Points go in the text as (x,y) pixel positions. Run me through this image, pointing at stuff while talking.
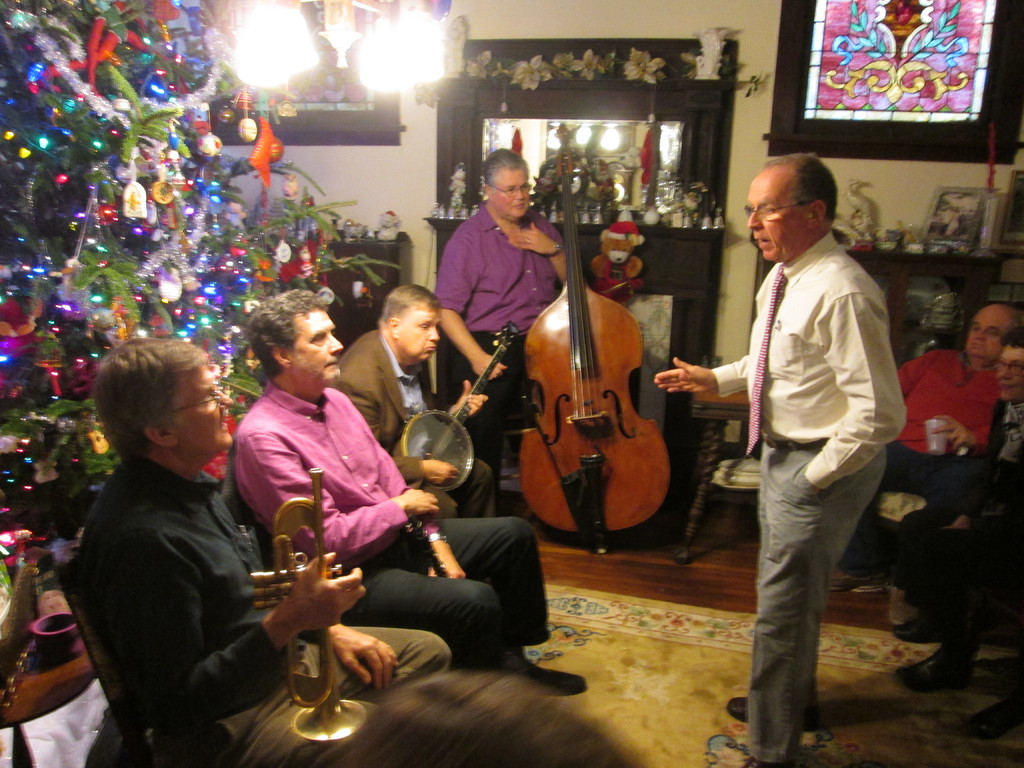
In this picture we can see persons (340,517) sitting on chairs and holding musical instruments (428,434). We can see a man (823,424) standing in front of them and talking. At the left side of the picture (104,105) we can see a christmas tree (111,206) which is decorated very beautifully. These are lights (349,40). This is a painting (929,69). This is a floor (625,706) and carpet (667,680).
